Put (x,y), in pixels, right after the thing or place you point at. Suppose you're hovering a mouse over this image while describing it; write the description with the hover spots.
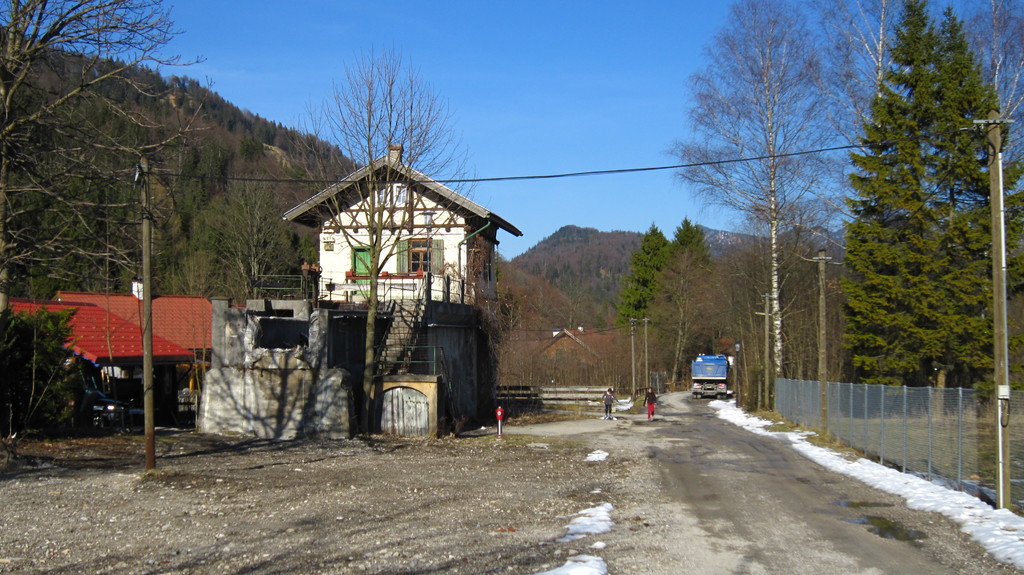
In this image there are trees (542,323), poles (1002,379), persons (605,397), houses (131,344). On the right side (878,416) there is a fence (908,414) and on the ground (790,447) there is snow (849,471), there is a vehicle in the background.
